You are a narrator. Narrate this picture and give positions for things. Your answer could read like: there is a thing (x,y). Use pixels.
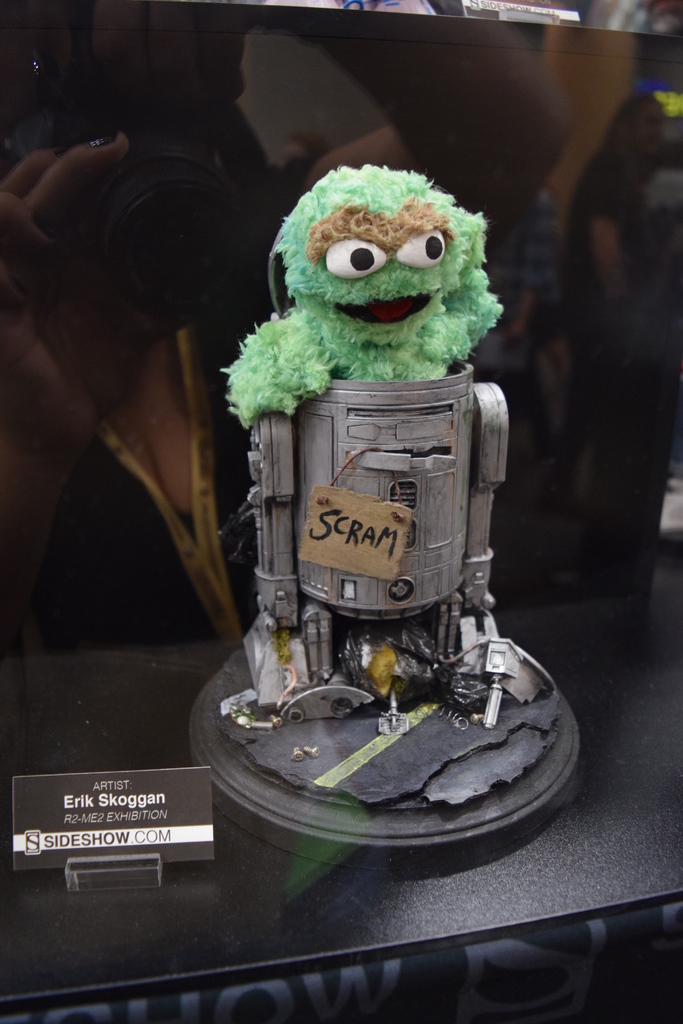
In this image, we can see a black color table (533,923). On the table (239,872), we can see a card (143,815), on the card (152,774), we can see some text (107,827) written on it. In the middle of the table (245,881), we can see some metal instrument (458,473), in the metal instrument (436,487), we can see a toy (306,372). In the background (371,38), we can see black color.
